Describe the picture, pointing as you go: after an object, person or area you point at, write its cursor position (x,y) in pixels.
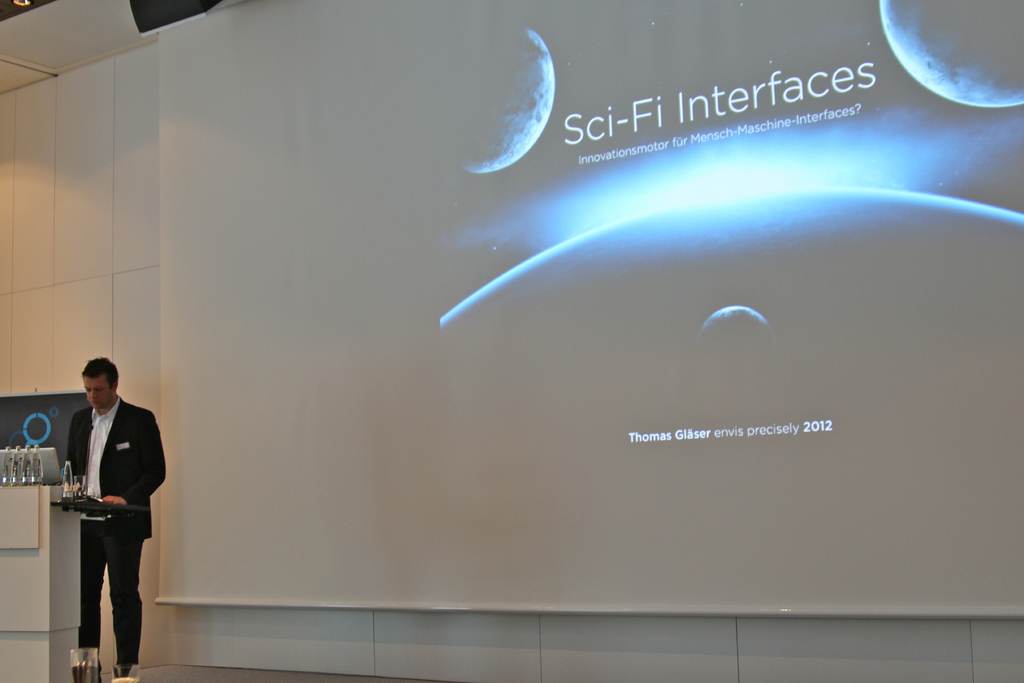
In this picture I can see a man (112,487) on the left (144,448), who is wearing formal dress (138,450) and I see the podium (60,511) in front of him. In the background (256,188) I can see the projector screen (322,255), on which there is something written and I see few pictures (611,192). On the left side of this picture (40,376) I can see the wall (53,116).
